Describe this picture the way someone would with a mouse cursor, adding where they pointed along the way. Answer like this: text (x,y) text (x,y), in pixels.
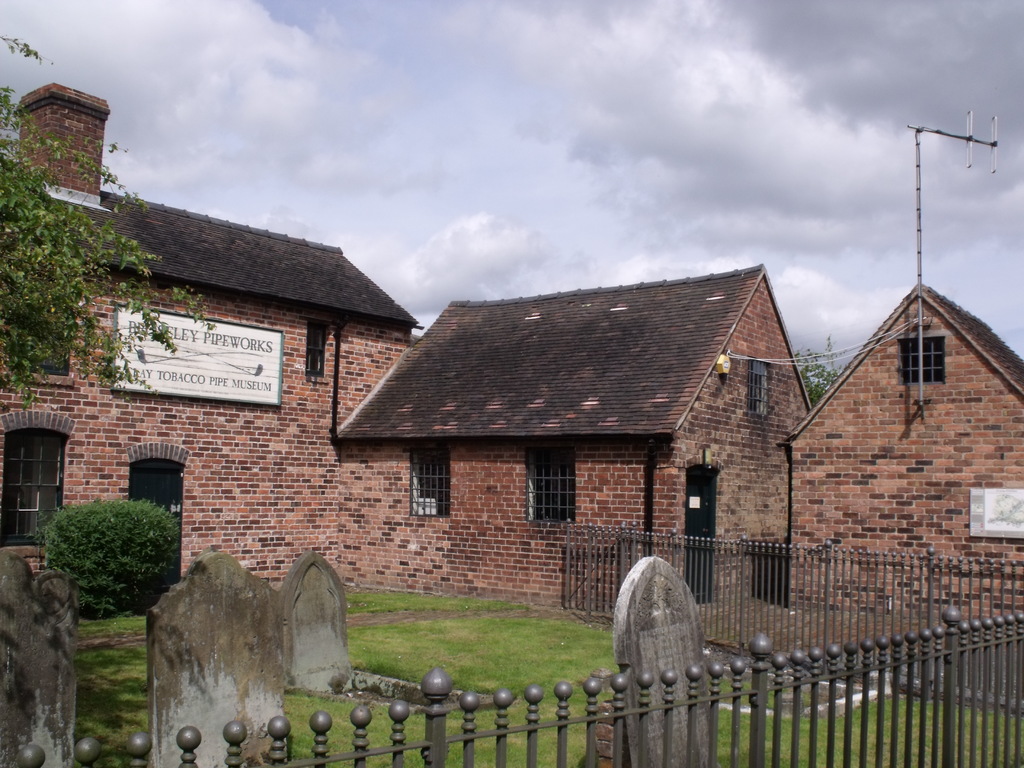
As we can see in the image there is fence (667,684), grass (460,649), tree (38,292), plant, current pole (920,267) and banner (202,385). There are houses (371,407), windows (429,468) and graveyards (319,620). At the top (468,94) there is sky (573,29) and there are clouds (633,103).
